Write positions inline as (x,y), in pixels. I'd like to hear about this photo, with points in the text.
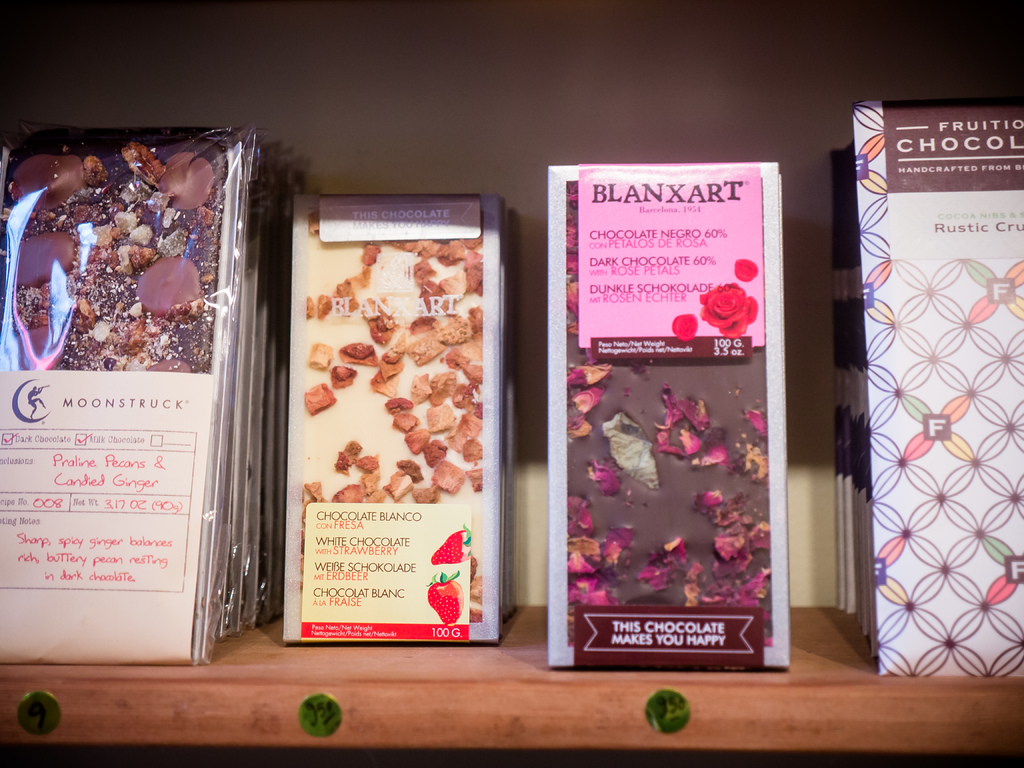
The picture consists of various chocolates (325,336) in wrappers (1003,208). The chocolates (567,363) are placed in a wooden shelf (601,707). In the background (468,127) it is wall (419,108).
